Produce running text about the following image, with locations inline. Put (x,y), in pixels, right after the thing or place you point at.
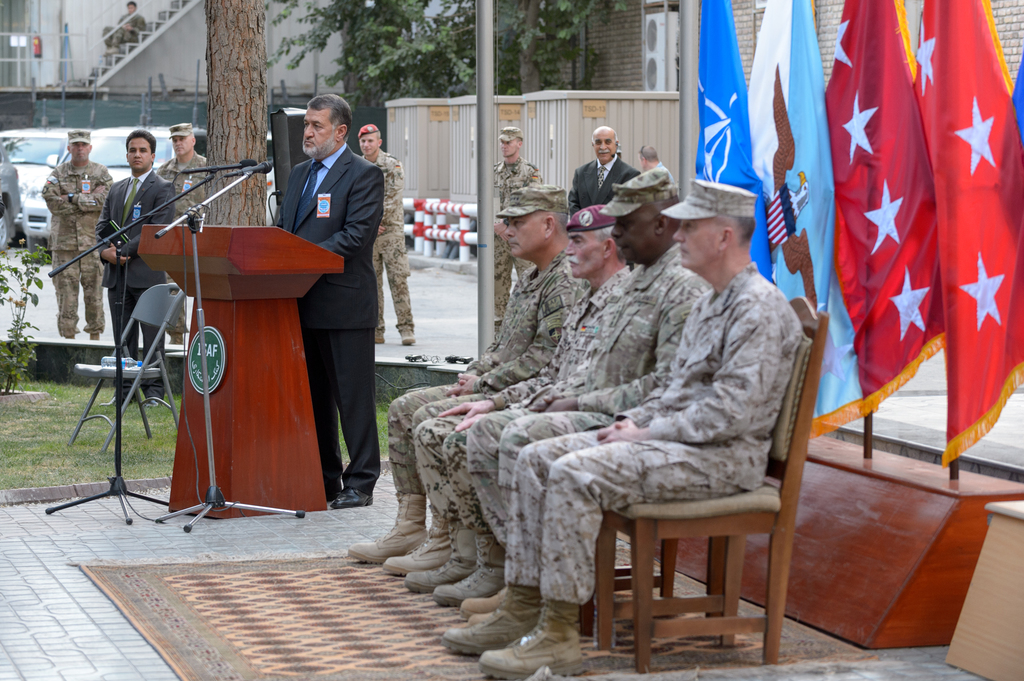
In this picture there are group of people (600,438). There is a person (349,308) standing at the podium (207,330). There are two microphones (270,169) in front of the podium (314,431), there is a chair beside the podium (254,284) and in the back side of the image (26,158) there are vehicles (41,161), tree (366,45), building (132,91) and at the right side (793,104) there are flags (945,257).
